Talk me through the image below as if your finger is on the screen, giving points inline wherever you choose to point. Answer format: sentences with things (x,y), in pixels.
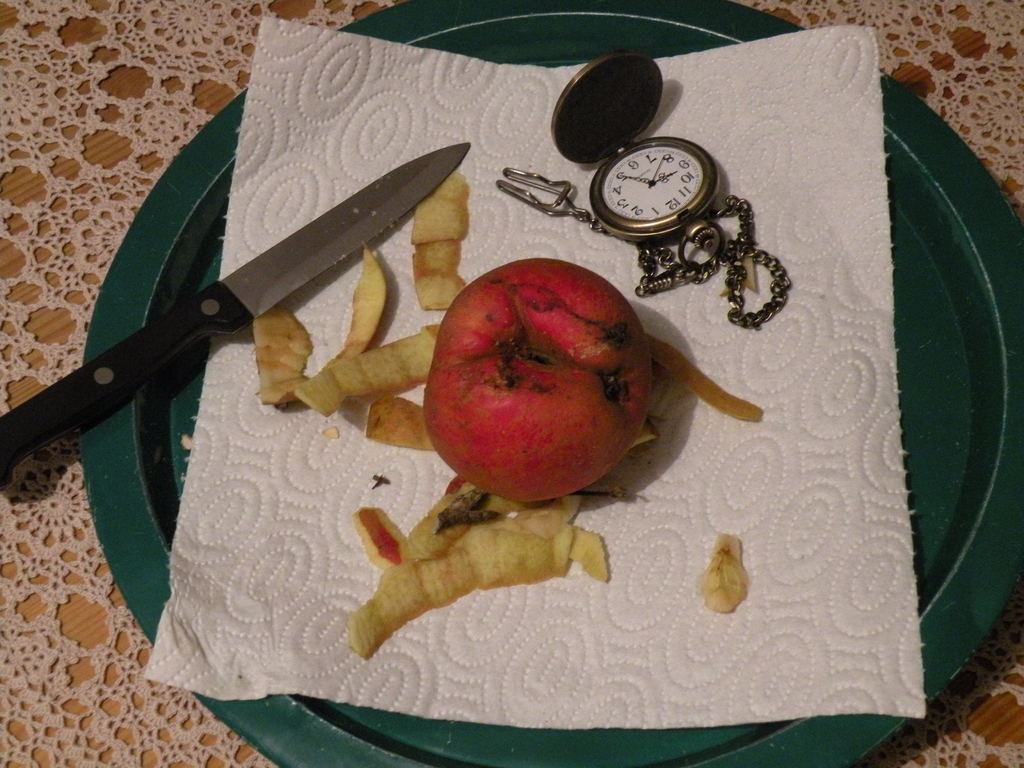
At the bottom of the image (136,684) we can see a table (111,78), on the table (58,607) we can see a plate (642,48), in the plate (298,412) we can see a fruit (595,323), knife (19,418) and clock (608,55) Key chain (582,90).
